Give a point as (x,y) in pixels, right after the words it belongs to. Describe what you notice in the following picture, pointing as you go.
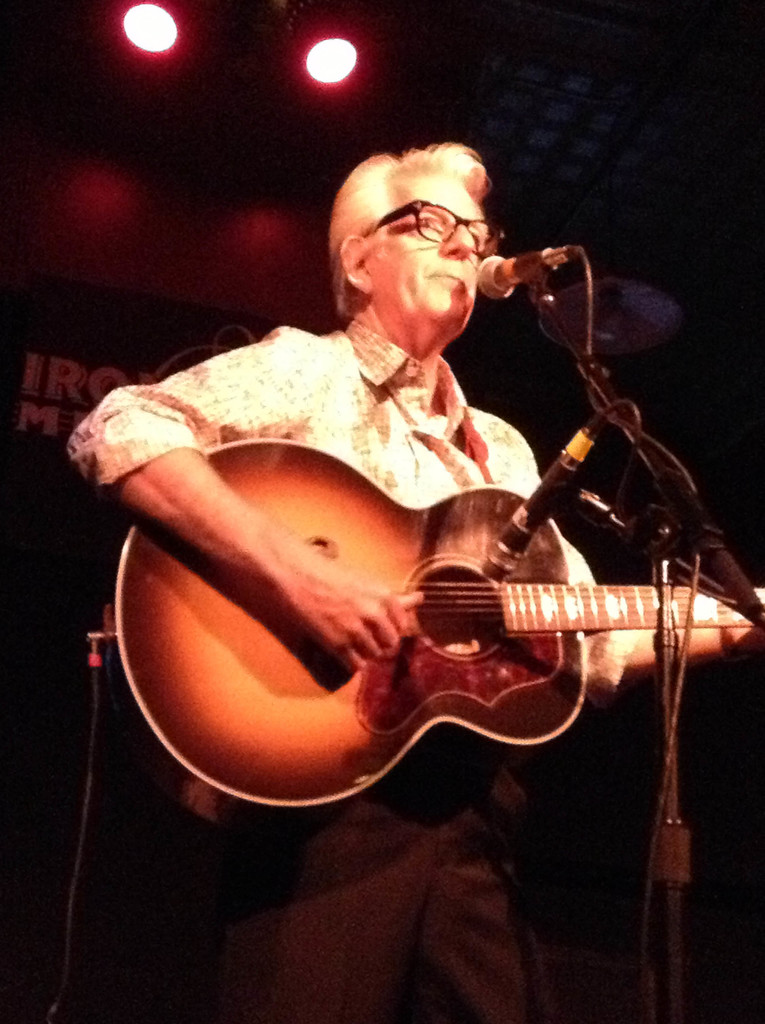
This picture shows a man (412,285) playing a guitar (202,612) in his hands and wearing spectacles (443,219). He is singing in front of a mic (492,279). In the background (220,281) there is a wall (150,221) and some lights (347,70) here.
